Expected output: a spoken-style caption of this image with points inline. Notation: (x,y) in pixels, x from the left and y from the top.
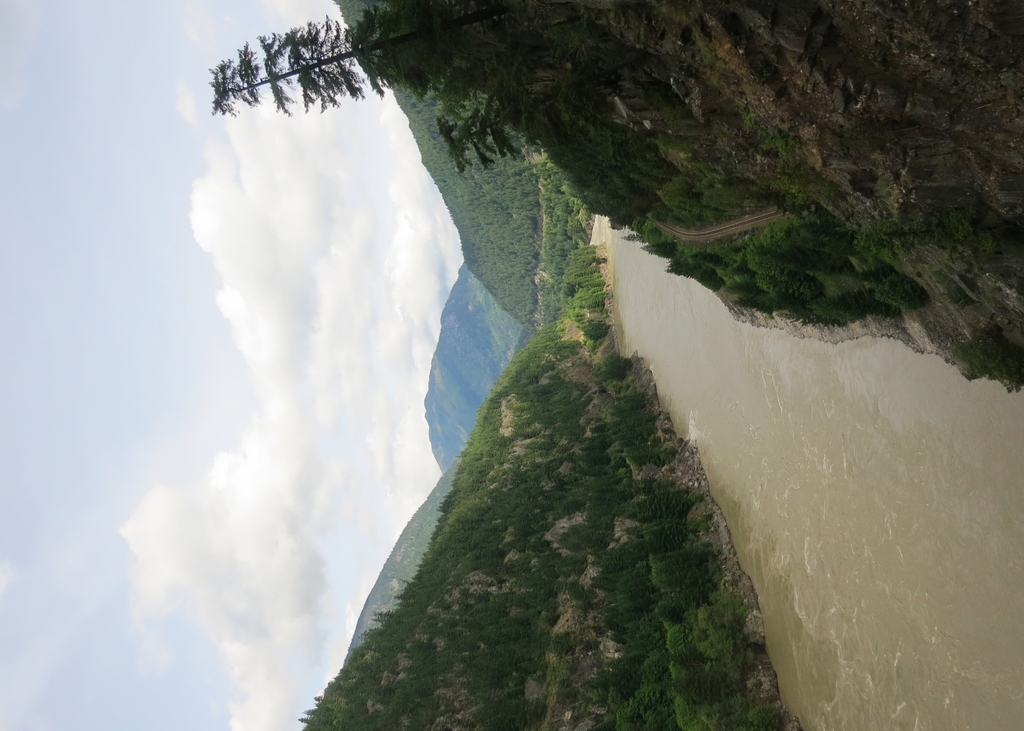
In this image I can see trees (489,469) in green color, water (878,522) and I can also see sky (289,205) in white color.
